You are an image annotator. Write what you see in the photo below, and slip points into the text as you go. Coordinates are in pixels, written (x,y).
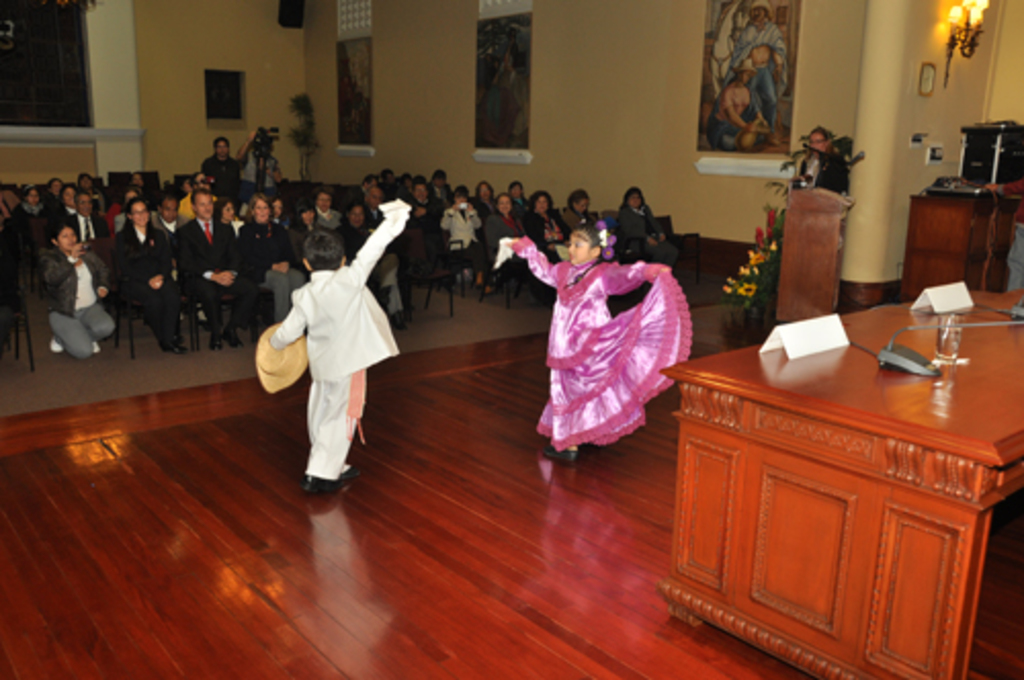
In this image there are group of people (472,247) sitting in chair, a boy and a girl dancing and back ground (961,7) there is frame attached to wall (915,69), lamp (960,33), table (967,400), name board (951,305), glass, plant (755,260).
